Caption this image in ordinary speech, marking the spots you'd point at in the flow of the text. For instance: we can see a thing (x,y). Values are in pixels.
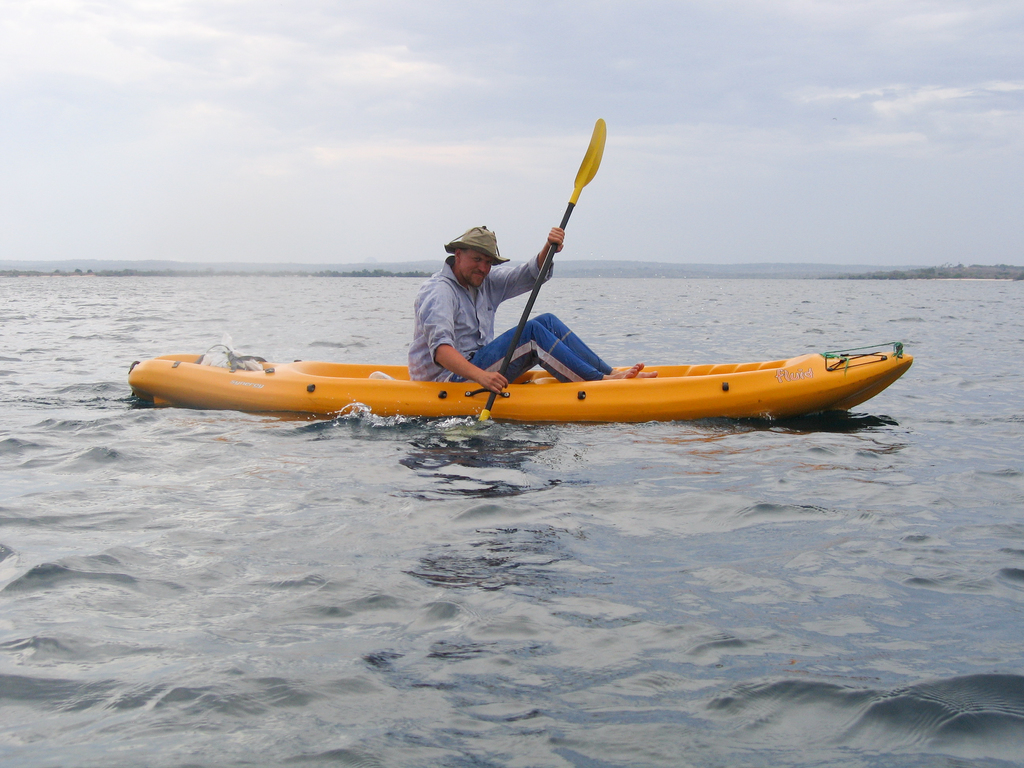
In this image I can see the person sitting in the boat (631,386) and holding the paddle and the boat (698,403) is on the water (634,487). In the background (504,148) the sky (504,148) is in white and blue color.
